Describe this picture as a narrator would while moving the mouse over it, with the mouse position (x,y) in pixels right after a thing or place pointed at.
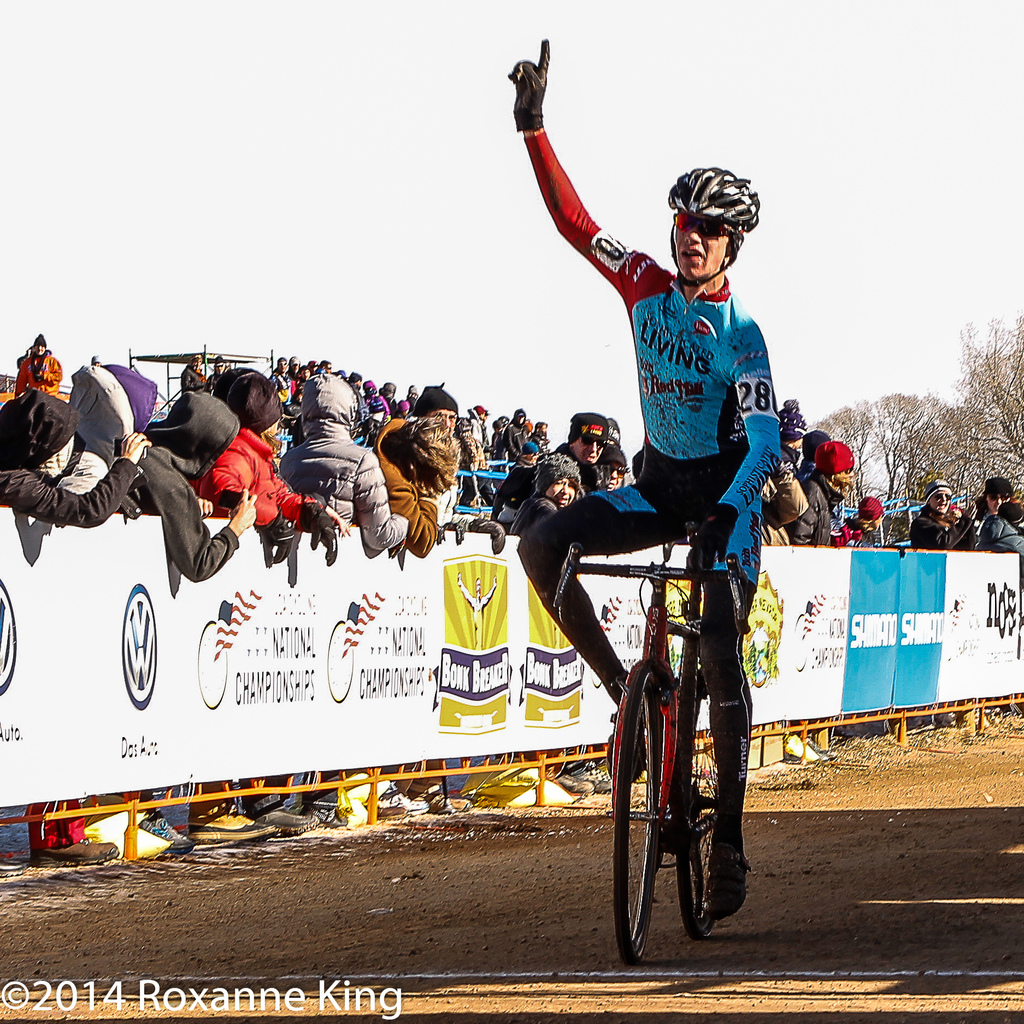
In this picture we can see a person (662,534) sitting on a bicycle (692,848). There are few posters (60,799) on the fence (20,819). We can see few people (931,531) and trees (992,358) in the background (140,509).
